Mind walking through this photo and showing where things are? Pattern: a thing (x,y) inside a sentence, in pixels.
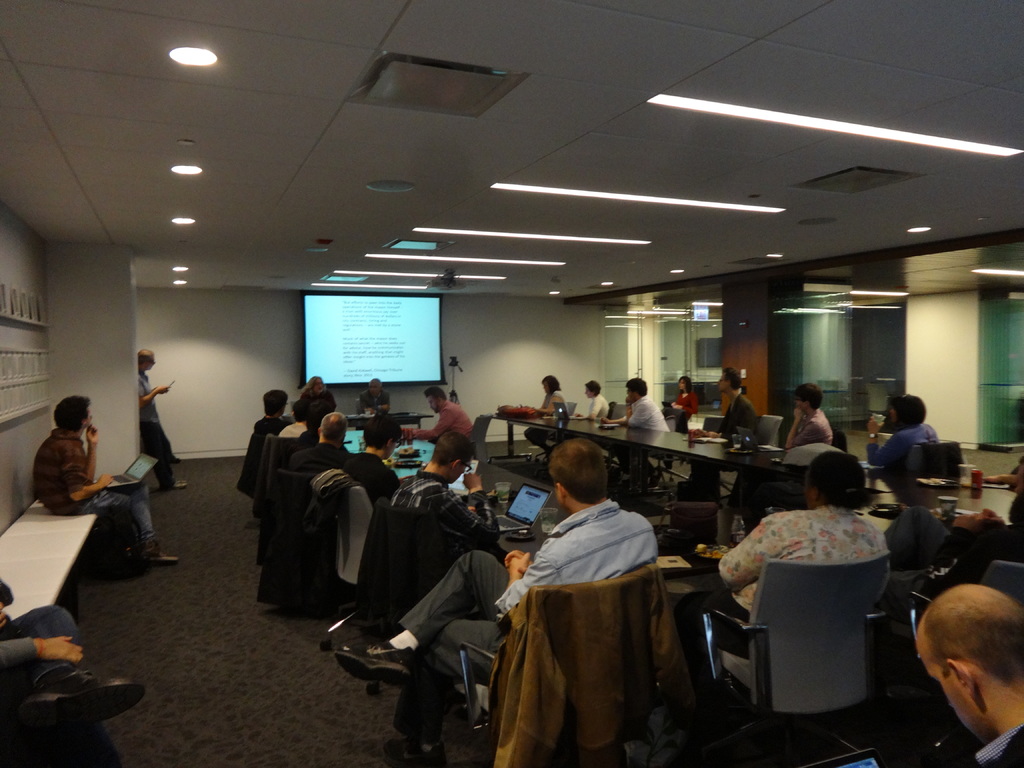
In the image we can see there are many people (597,553) sitting and one is standing, they are wearing clothes (467,614). We can even see there are many chairs (341,557) and lights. Here we can see projected screen (376,352), desk (684,440) and on the desk (908,506) there are many other things (966,475).
